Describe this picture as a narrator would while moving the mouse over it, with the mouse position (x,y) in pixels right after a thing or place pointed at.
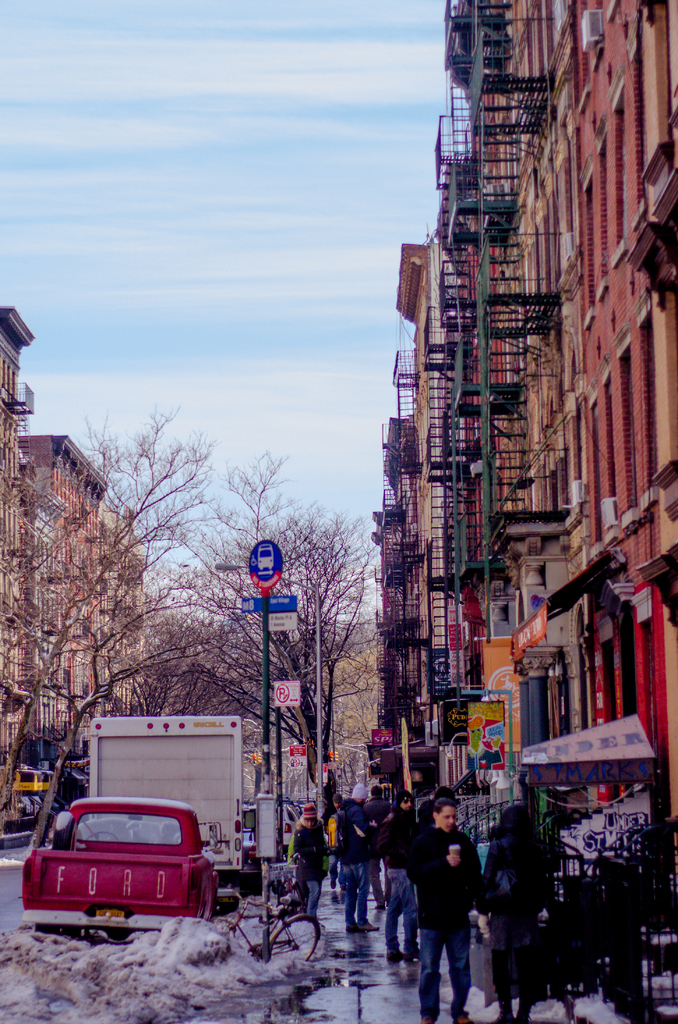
On the right side of the image (623,406) we can see buildings (472,527), persons (419,905), trees (325,618), sign boards (517,694) and name boards (553,743). On the left side of the image (124,903) we can see road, vehicle (97,799), buildings (90,570) and trees (123,570). In the background (152,275) we can see sky (194,310) and clouds (107,184).
